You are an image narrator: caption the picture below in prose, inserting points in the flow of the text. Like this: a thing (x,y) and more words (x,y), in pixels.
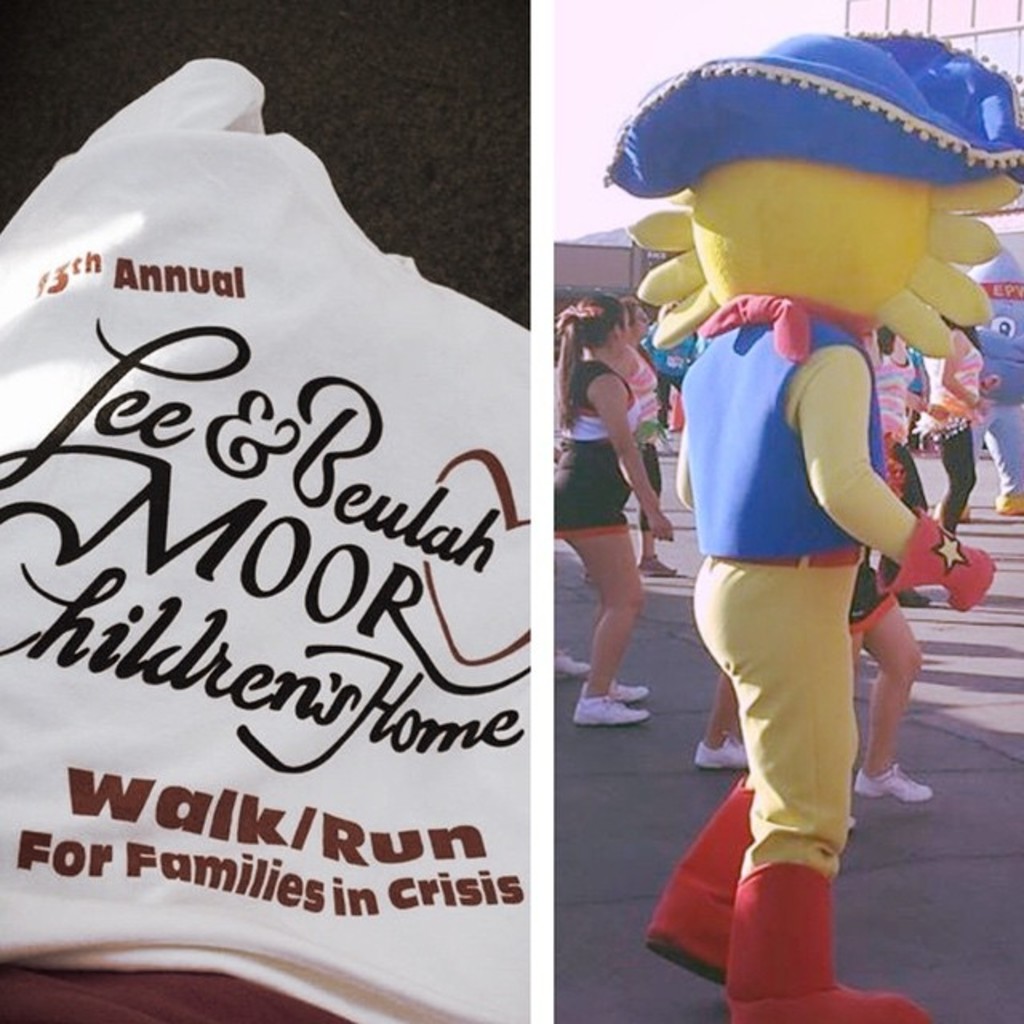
This is a collage. On the left side (214,497) image there is something written on a white cloth (283,691). On the right side (756,497) there are people (954,327) and a person (756,523) in a costume (782,434).
